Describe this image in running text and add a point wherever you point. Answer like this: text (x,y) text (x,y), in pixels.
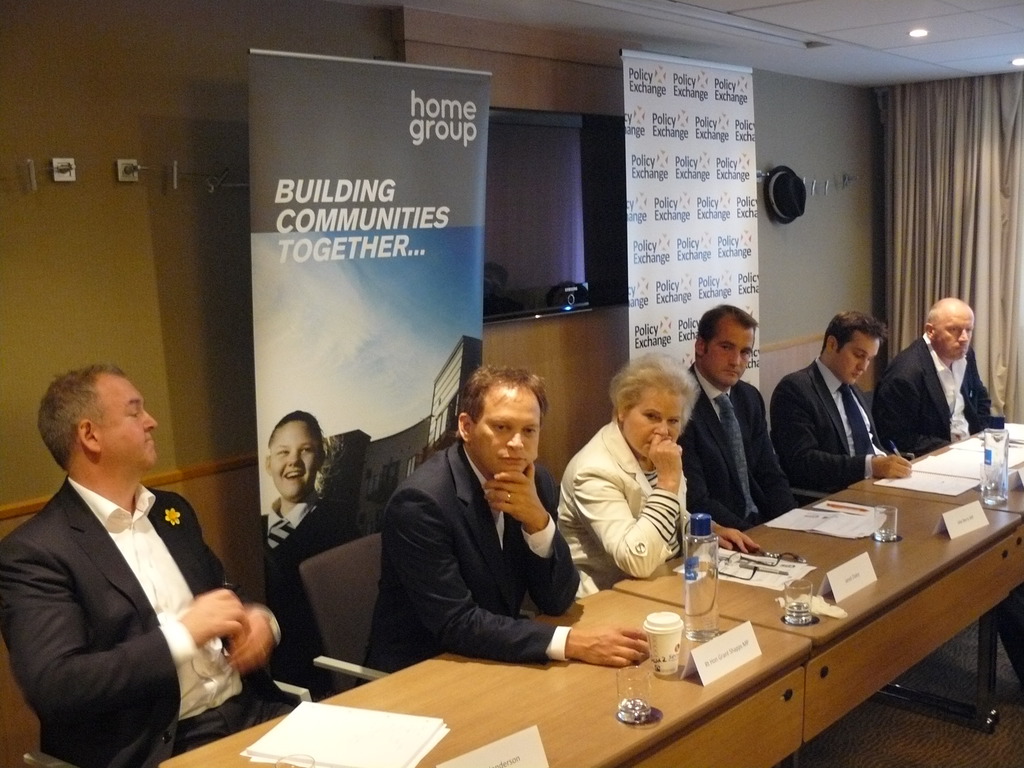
This picture shows a group of people (472,417) seated on the chairs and we see few cups (668,648) and few glasses (805,591) and a water bottle (686,577) and some papers (937,476) on the table (911,635) and we see a hoarding (272,481) back of them and we see a television (542,127) on the wall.
